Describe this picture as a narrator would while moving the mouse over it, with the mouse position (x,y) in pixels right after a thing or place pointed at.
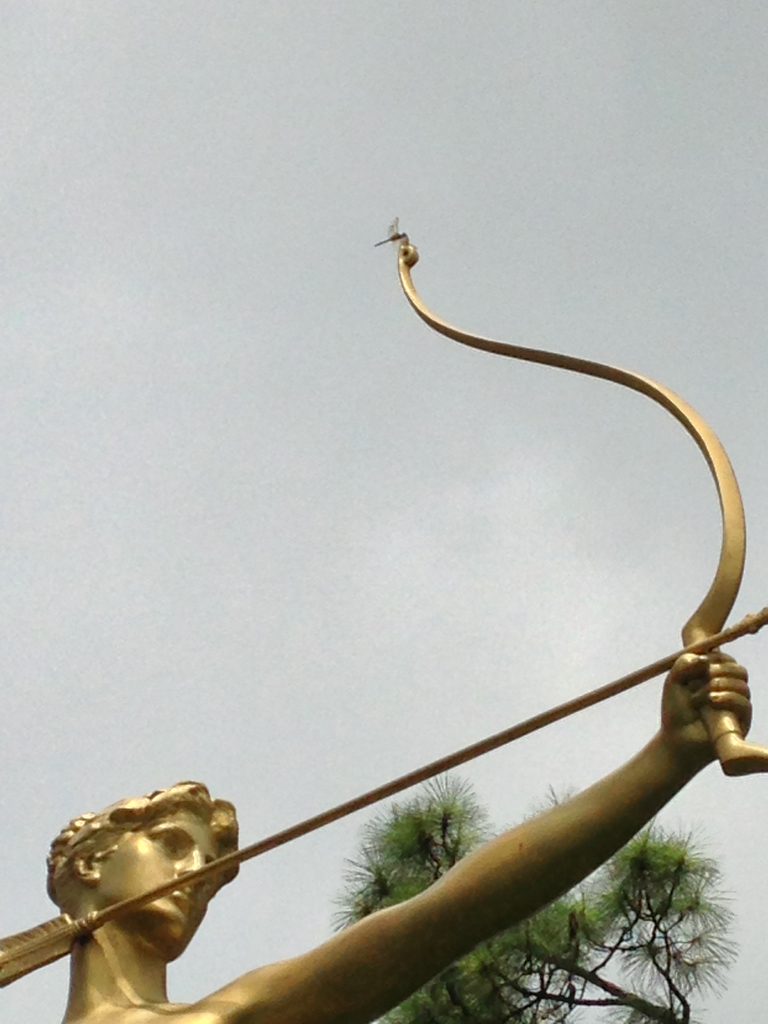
In this image, this looks like the sky (255,333). At the bottom of the image (192,888), I can see a sculpture (185,1006) of a person (124,964) holding a bow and arrow (213,864). This is a tree (576,919).
